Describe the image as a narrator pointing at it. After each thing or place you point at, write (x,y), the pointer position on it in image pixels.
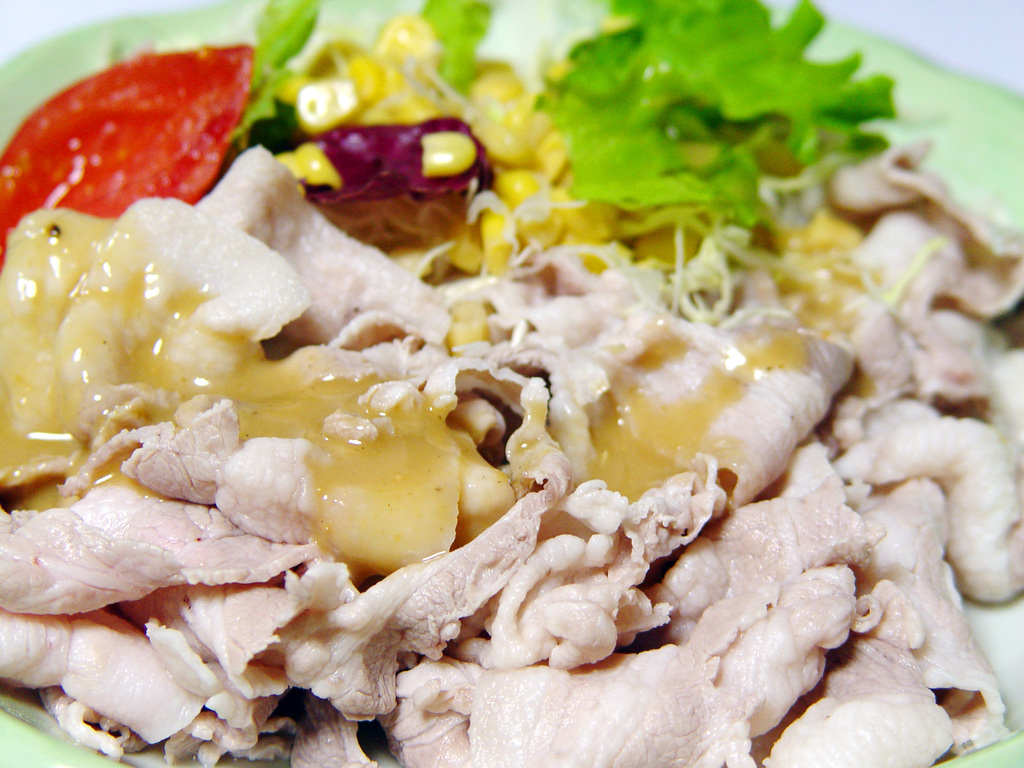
In this image I can see meat (159,539), cooked vegetables (547,227) and a sauce (651,363) in a plate (165,44). This image is taken may be in a room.
